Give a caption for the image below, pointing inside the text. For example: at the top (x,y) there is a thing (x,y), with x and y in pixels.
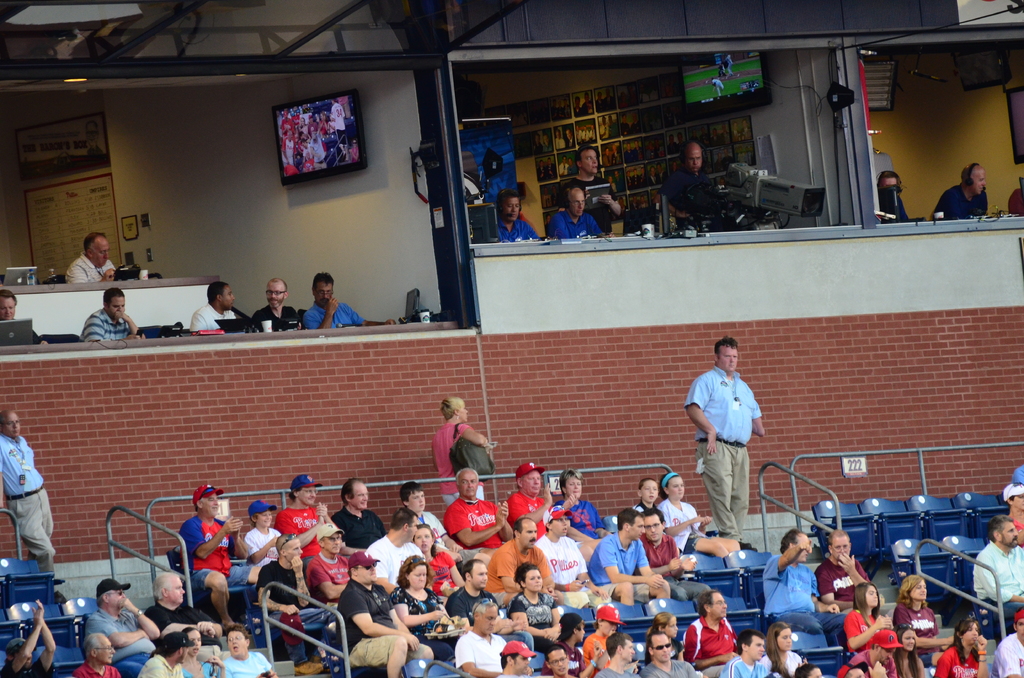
In the foreground of the image (597,545) we can see a group of people (724,626) sitting in chairs (746,627), metal railing (324,608), some persons (33,455) are standing. One woman (446,463) is carrying a bag (470,454). In the background of the image (762,196) we can see a person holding a camera (750,209) in his hand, a group of people (335,322), two screens (746,106), group of people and some lights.
